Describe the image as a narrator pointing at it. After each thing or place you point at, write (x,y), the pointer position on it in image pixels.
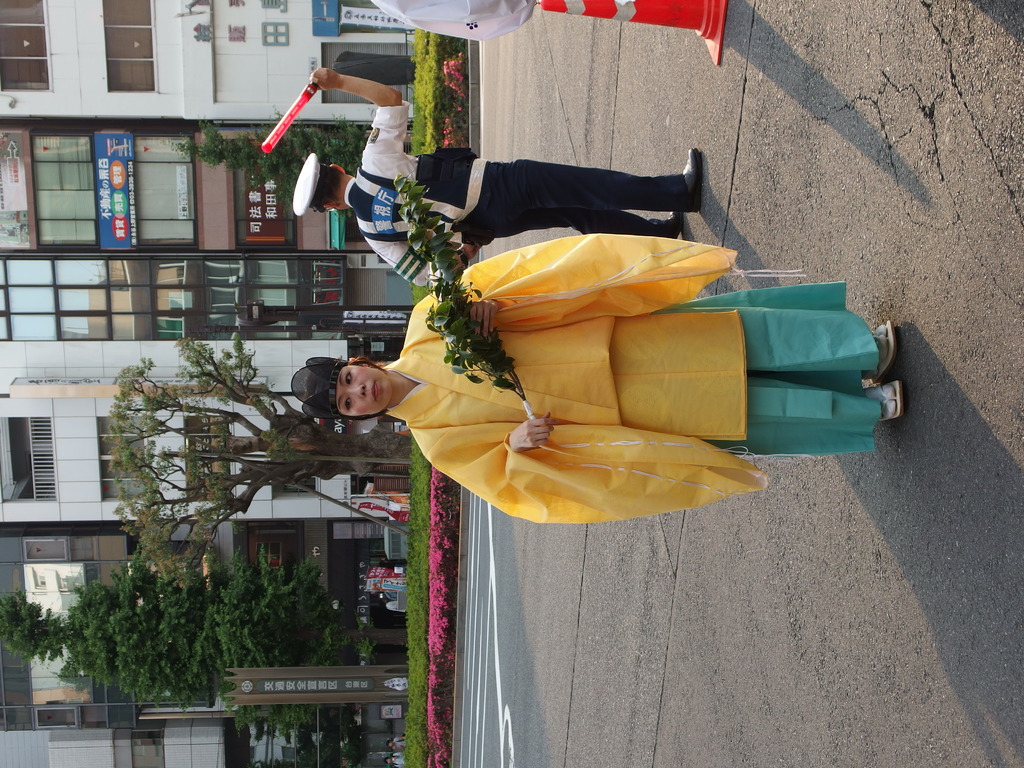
In this picture there is a woman (451,400) standing and holding the plant (477,340) and there is a man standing and holding the object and there is an object (717,2) on the road (726,517). At the back (180,760) there are buildings (297,14) and trees (189,658). There are boards (266,205) on the wall (201,250) and there is text (256,213) on the boards (280,214). There are plants (438,730) and there are two people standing at the building (65,738).
